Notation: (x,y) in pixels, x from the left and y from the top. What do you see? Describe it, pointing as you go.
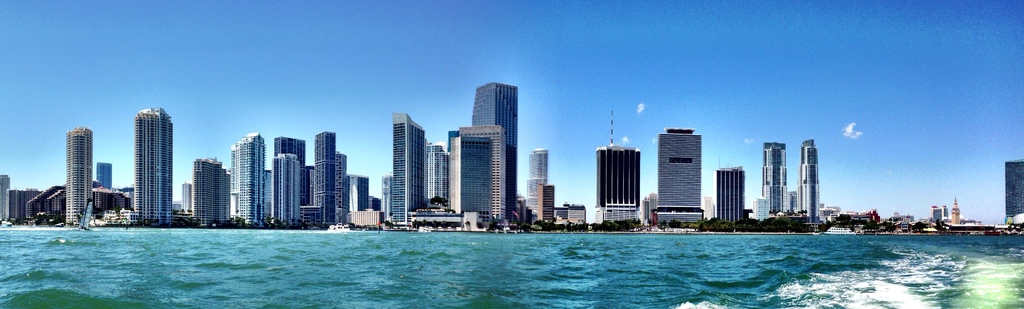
At the bottom of the image (349,246) there is water (513,251). In the background (91,154) there are buildings (486,196), trees (620,224) and sky (593,71).
